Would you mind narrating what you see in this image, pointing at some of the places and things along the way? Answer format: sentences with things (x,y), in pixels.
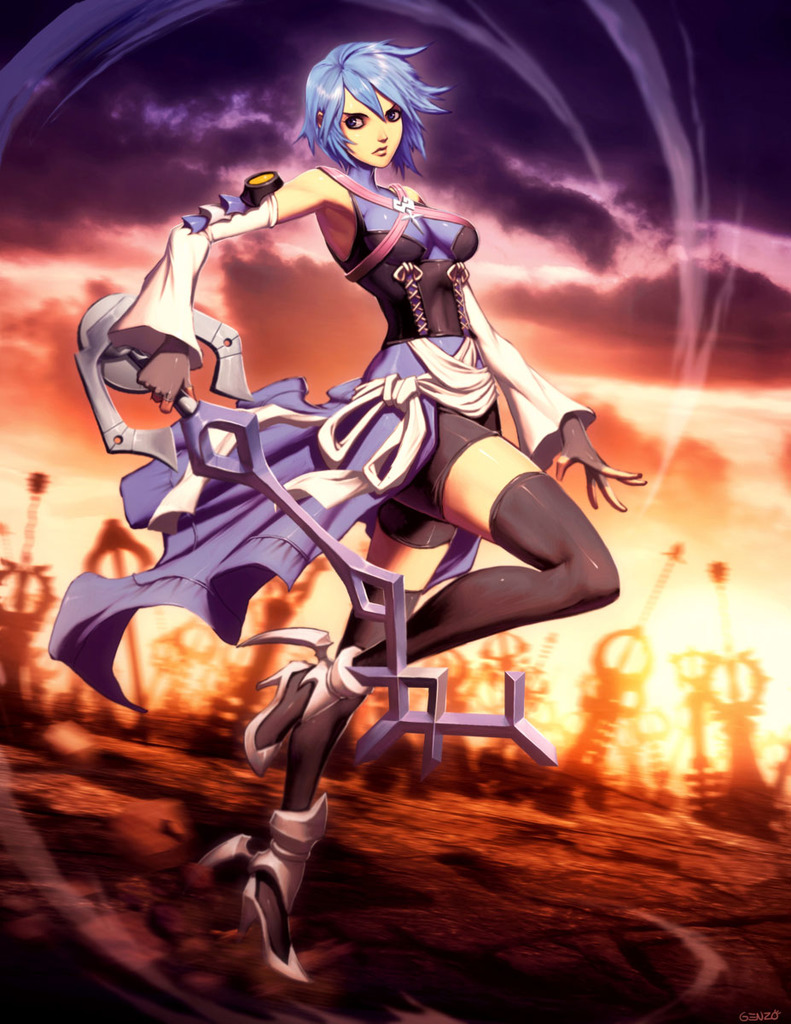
This is an animated picture. In the foreground of the picture (369,235) there is a person (374,482) holding weapon (434,700). In the background (44,581) there are weapons (624,721).
